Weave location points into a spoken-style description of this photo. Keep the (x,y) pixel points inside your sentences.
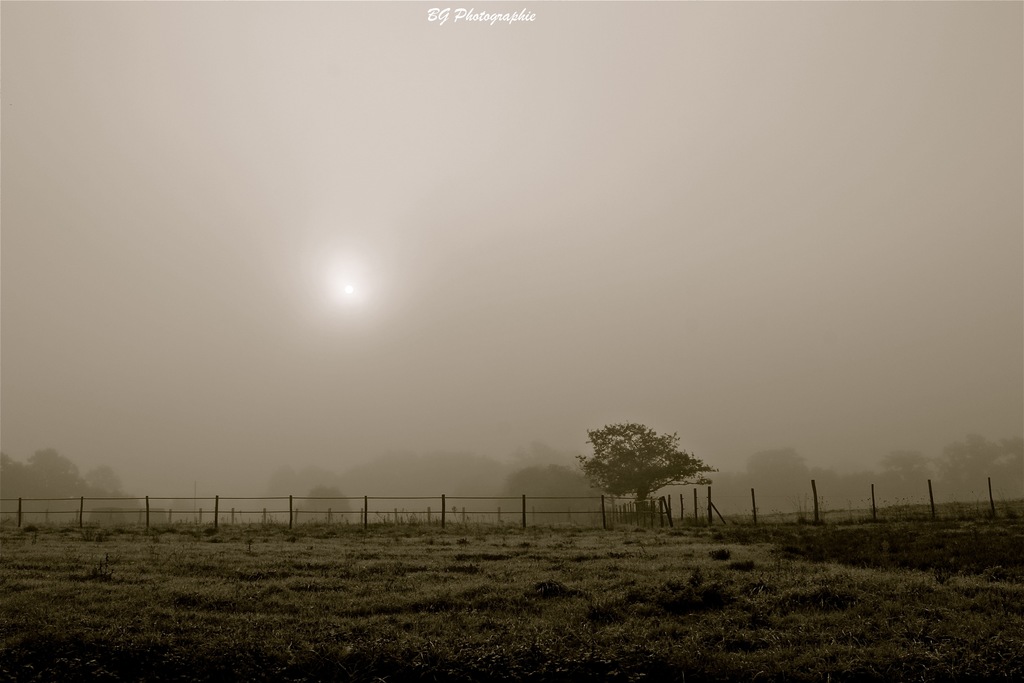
In this picture I can see trees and grass (666,571) on the ground (652,549) and I can see fog (524,325) and looks like moon light (354,280) and text (452,14) at the top of the picture (431,15).
